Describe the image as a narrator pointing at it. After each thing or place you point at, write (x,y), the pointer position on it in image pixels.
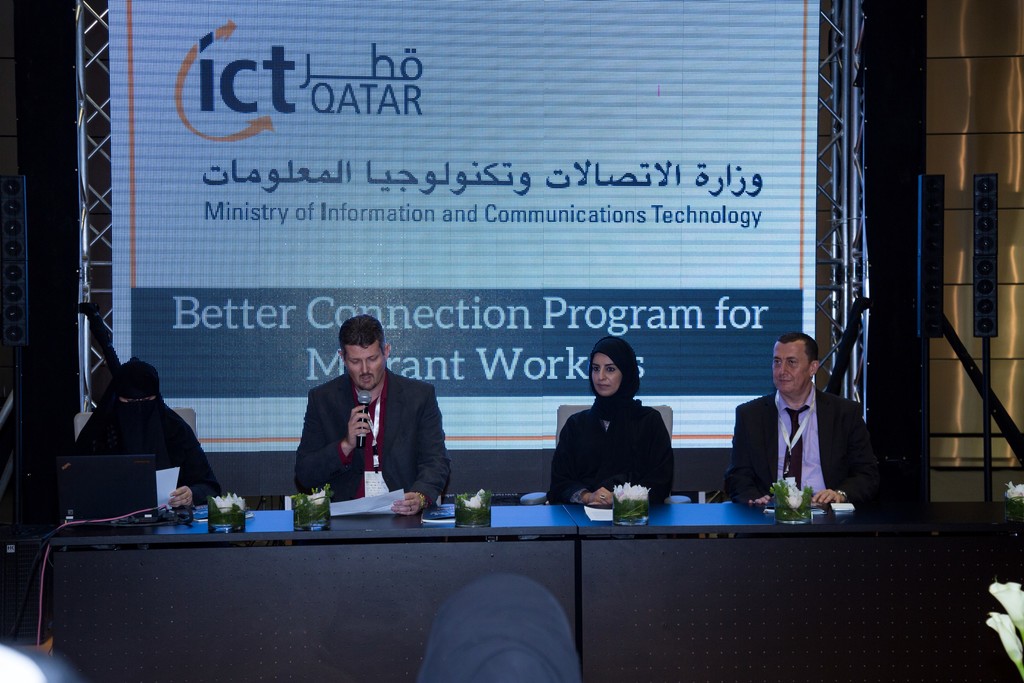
In this picture we can see four people (349,450) are sitting on chairs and a man (380,463) holding a mic (362,444), paper (395,500) with his hands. In front of them we can see the table (625,589) with a laptop (153,489), cable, glass objects (214,518) with leaves (303,520) and flowers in it and some objects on it. In the background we can see a banner (587,47), speakers (6,243), rods (854,105) and the wall (930,116).
